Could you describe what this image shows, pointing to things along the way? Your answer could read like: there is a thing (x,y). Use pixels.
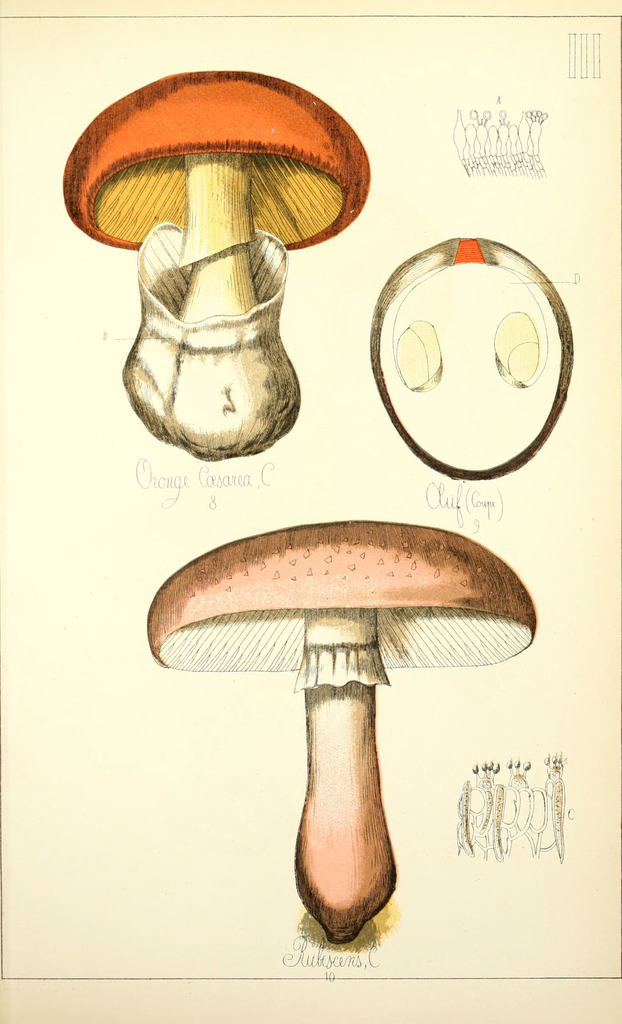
In this image I can see three mushrooms (313,557) and a group of small sketches (516,788) and a text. The background (87,867) is light cream in color.
